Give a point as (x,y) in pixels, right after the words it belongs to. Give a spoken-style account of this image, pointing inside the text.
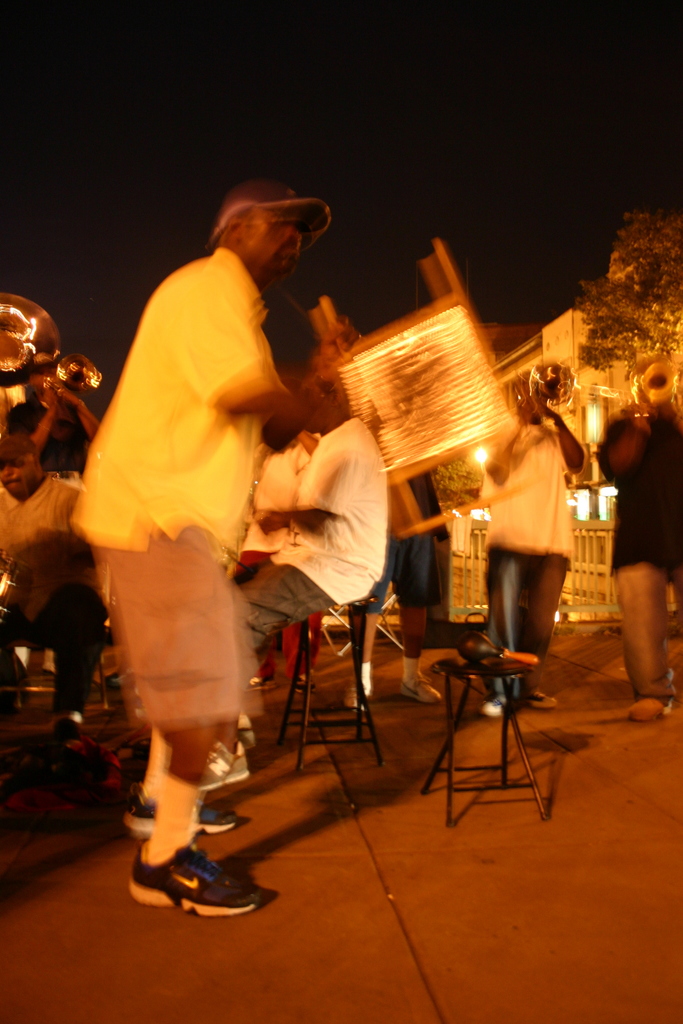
In the image we can see there are many people (384,542) standing, wearing clothes (353,461) and some of them are wearing shoes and cap (223,216). They are holding musical instruments (547,395). Here we can see floor (492,884), tree (634,247), building (602,393) and the dark sky (356,131).
